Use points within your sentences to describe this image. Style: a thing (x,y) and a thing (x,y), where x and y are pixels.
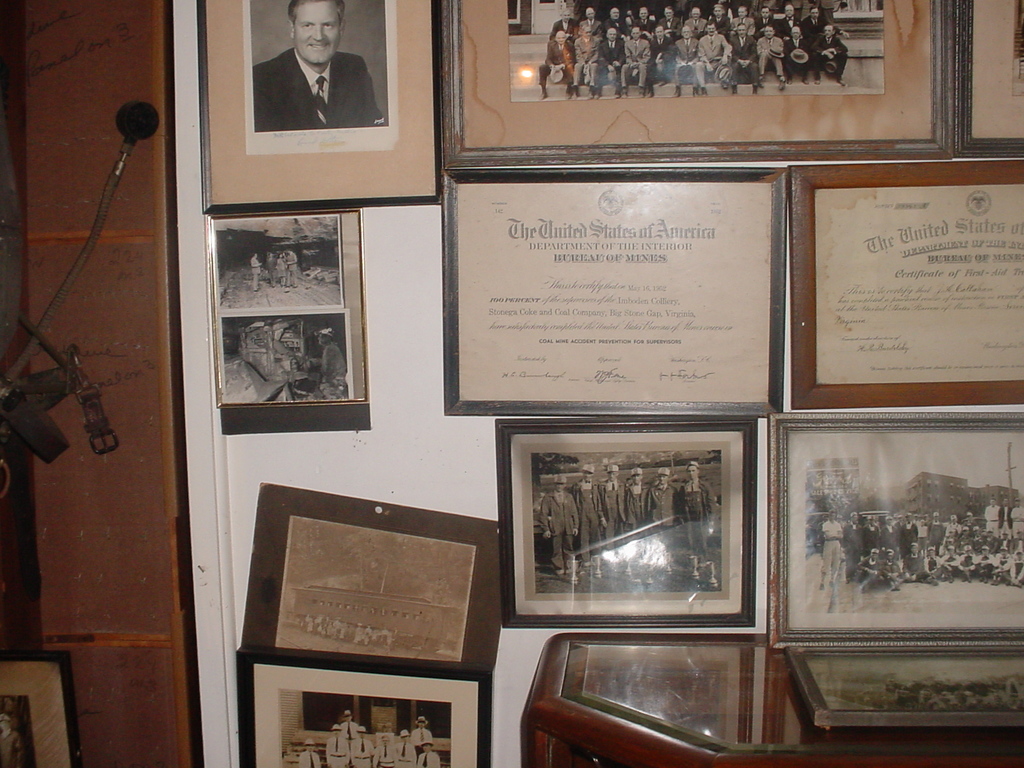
In this picture we can see a few frames (448,669) on the wall (967,159). In these frames (948,150), we can see some text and a few people (934,549). There is a frames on a wooden object (573,751) on the right side (744,757). There is a frame (35,765) and an object (3,213) is visible on the left side (9,225).
